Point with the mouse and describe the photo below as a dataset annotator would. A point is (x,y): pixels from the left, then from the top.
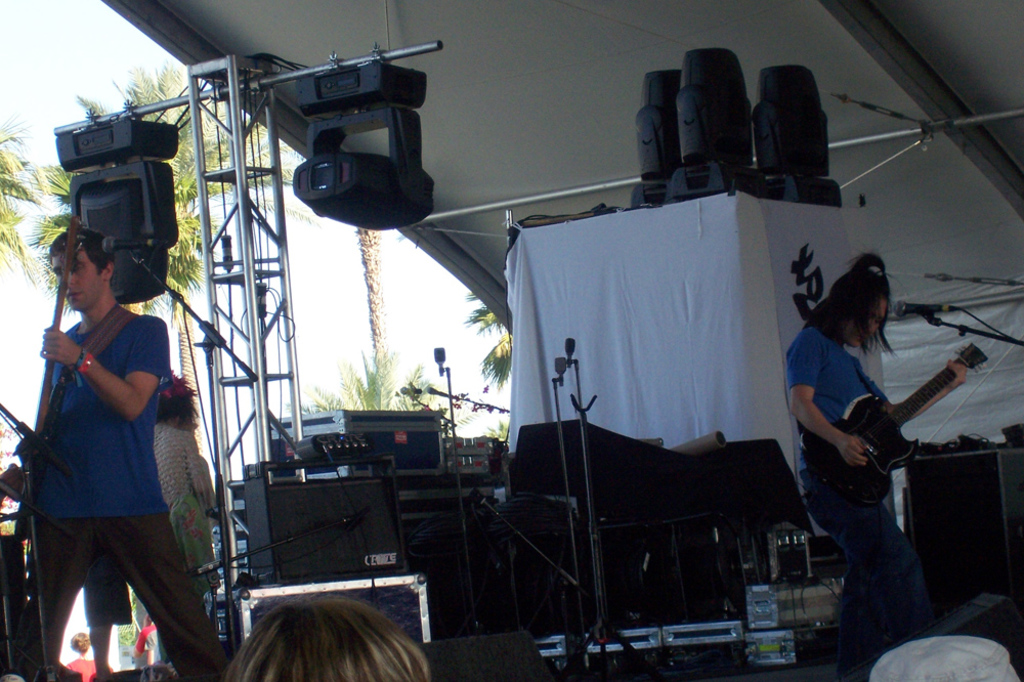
In this image, There are some music instruments (708,565) which are in black color, There is a stage light (347,215) which is in black color and in the left side (132,421) there is a man (75,466) standing and holding a music instrument (49,409) and in the middle (630,228) there is a white color cloth (631,241).
